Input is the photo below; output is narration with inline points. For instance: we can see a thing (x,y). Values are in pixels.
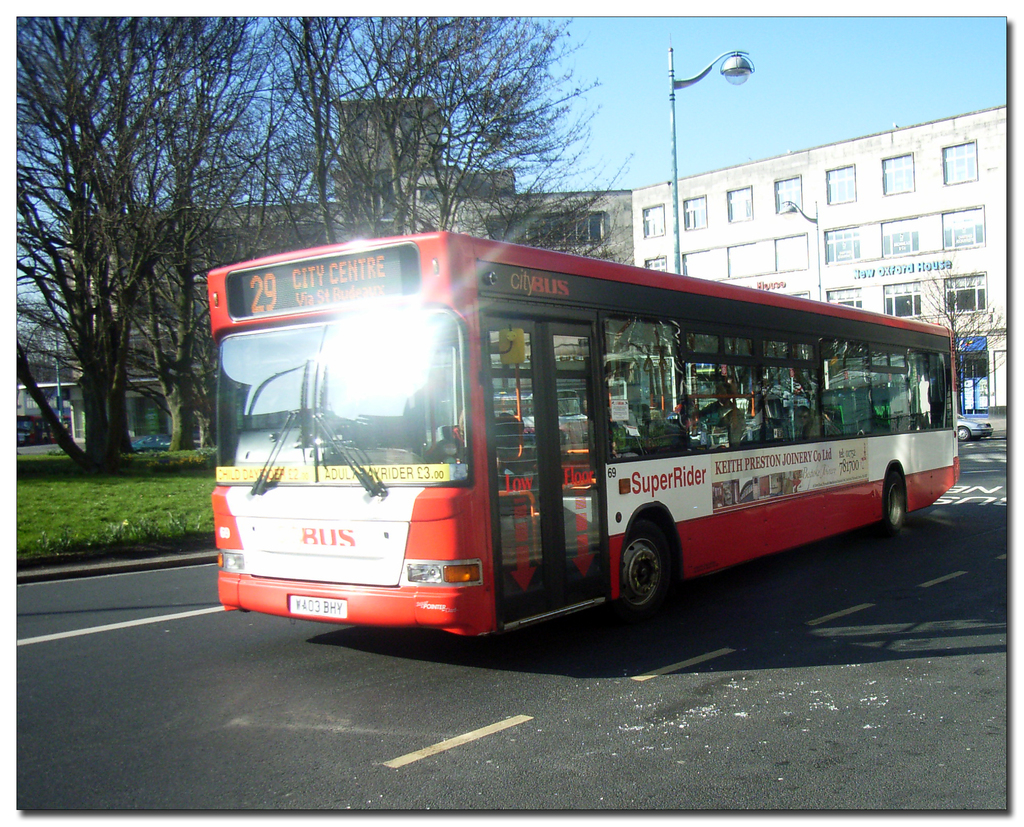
There is a bus (916,337) in red and white color combination on the road (931,506) on which, there are white color lines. In the background (203,128), there are trees (104,460) and grass (59,465) on the ground (59,479), a light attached to a pole (735,51), buildings (569,205) which are having glass windows (980,241) and there is sky (784,41).
